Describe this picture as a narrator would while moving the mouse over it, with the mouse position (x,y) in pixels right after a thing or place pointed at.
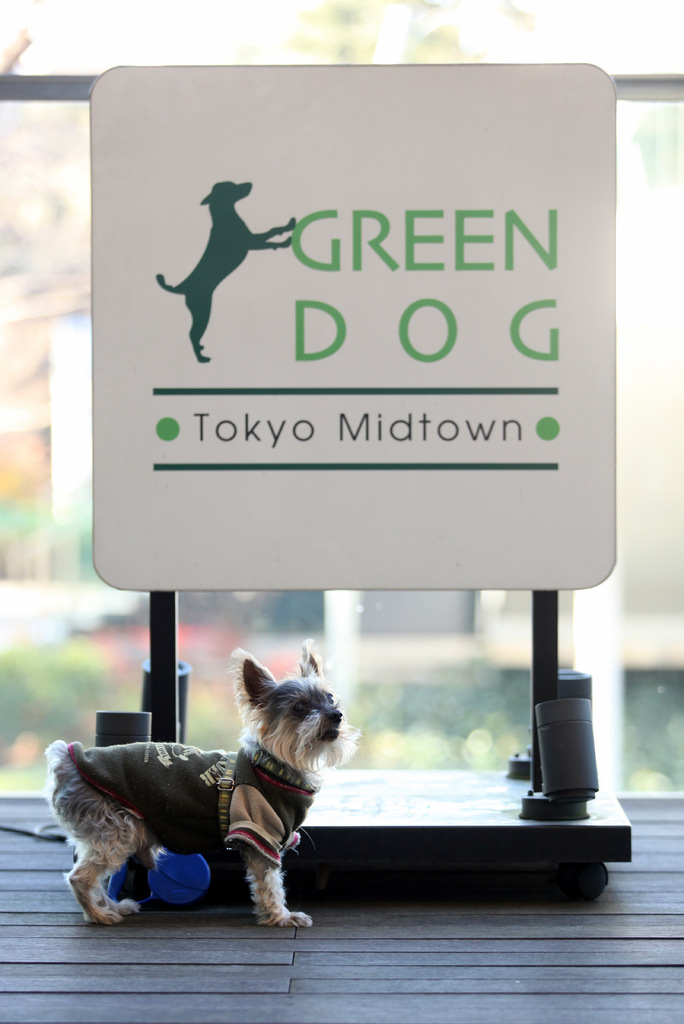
In the image there is a dog (272,766) standing on the floor (399,941), behind the dog (261,695) there is a board (123,535) with some names (413,250) and a dog image (224,235), in the background (520,692) there is a glass (51,691).
